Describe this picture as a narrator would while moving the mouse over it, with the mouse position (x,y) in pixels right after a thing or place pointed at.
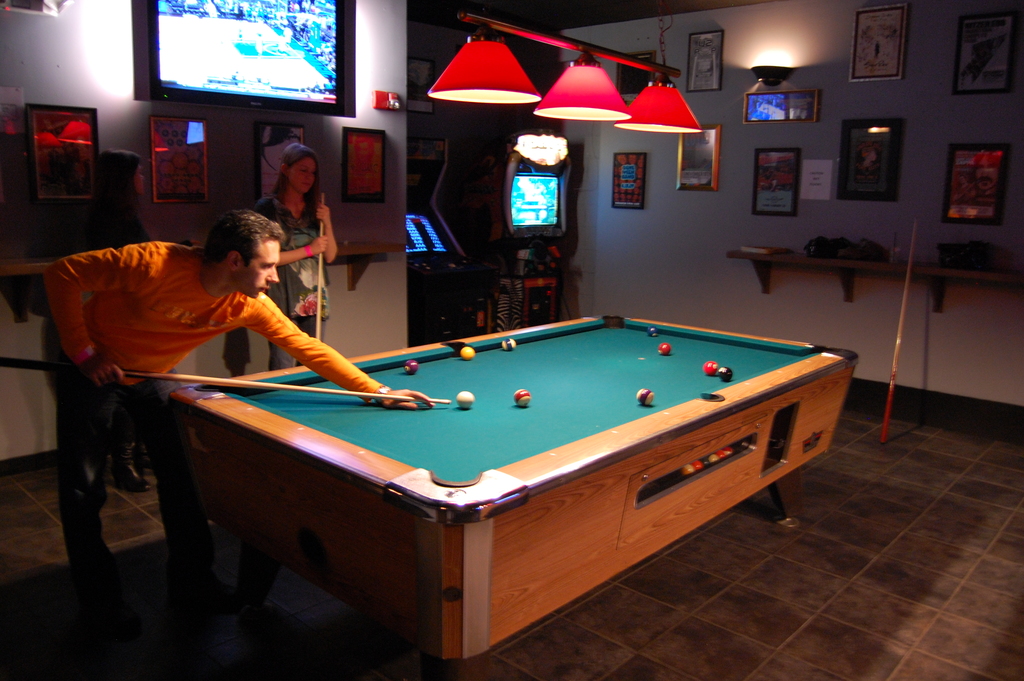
In this picture two of them are playing pool and in the background (804,180) there are many posters (785,174) attached to the wall (829,89). There is also a lady (104,173) who is viewing the game.
